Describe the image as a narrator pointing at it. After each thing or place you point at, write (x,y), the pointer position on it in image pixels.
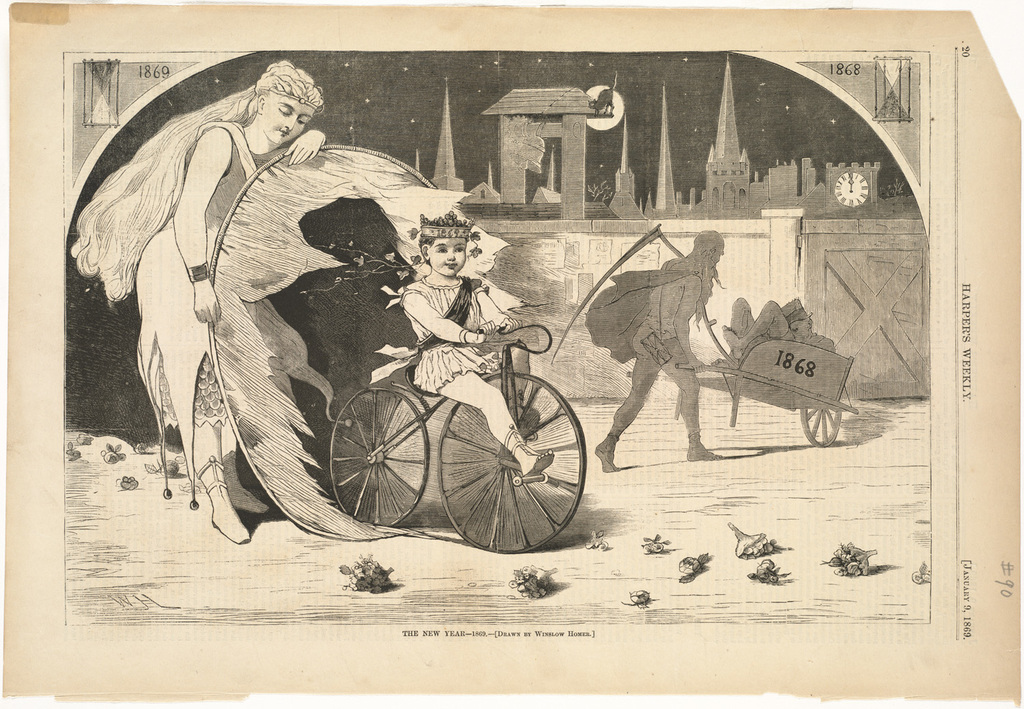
In this picture I can see a paper (791,149), there are numbers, words (964,573), there is an image (906,296) of few people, there are buildings (808,186), clock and some other objects (889,303) on the paper (190,404).
